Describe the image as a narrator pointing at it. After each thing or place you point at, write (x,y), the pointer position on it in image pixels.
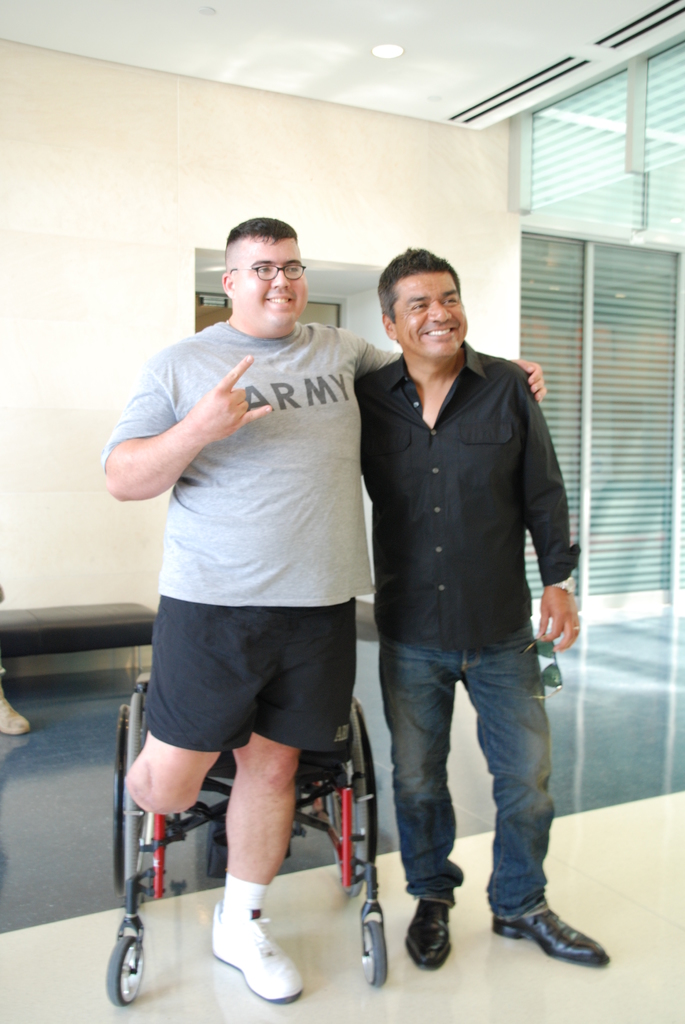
In this image there are two persons (335,551) standing, behind the person (326,743) there is a wheel chair (303,758), in the background (375,209) there is a wall (329,248), to that wall (501,301) there is a door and there is a sofa (77,639).
